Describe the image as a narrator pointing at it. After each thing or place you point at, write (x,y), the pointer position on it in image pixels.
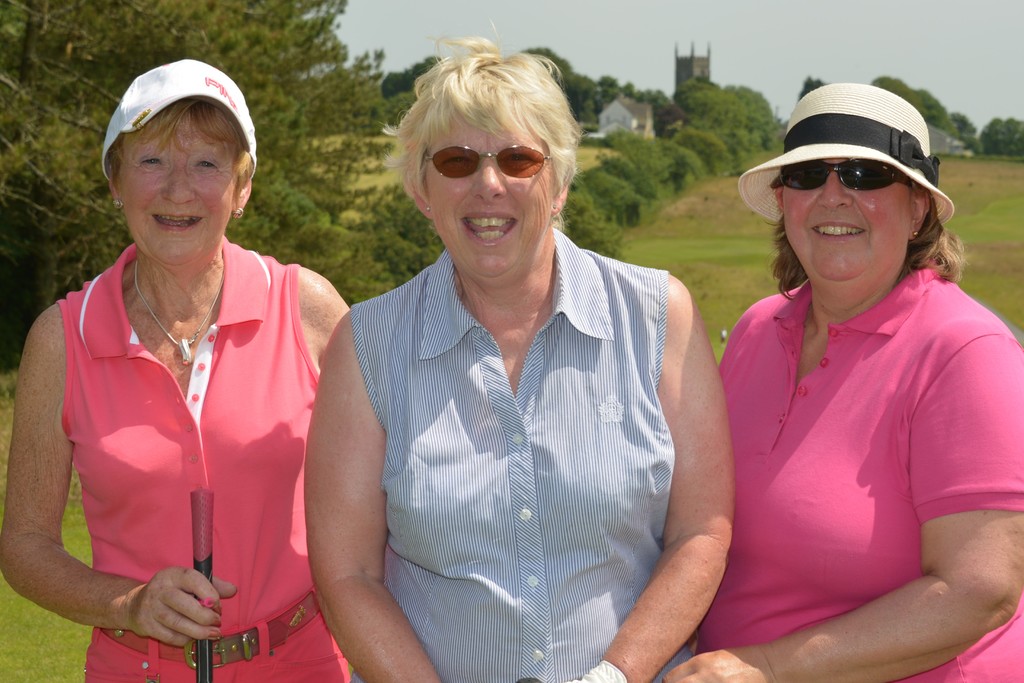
In this picture I can observe three women (508,362) standing on the land (76,548). All of them are smiling. Two of them are wearing spectacles (824,178). One of them is wearing a hat (848,113) on her head (837,186). In the background (377,128) there are plants (645,171) and trees (656,192) on the ground (656,228). I can observe a sky (571,33).
